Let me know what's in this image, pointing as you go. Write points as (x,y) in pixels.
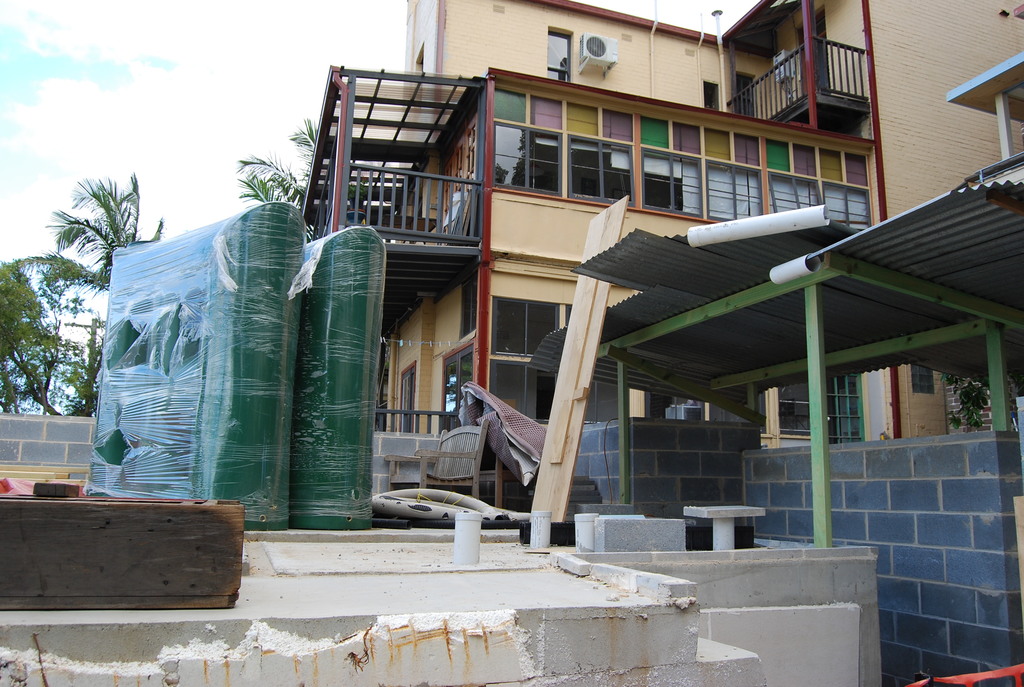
In this picture we can see a building (430,1) with windows (589,132), shelter (816,402), walls (648,441), chair (471,428), AC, trees (270,183) and some objects (319,408) and in the background (163,39) we can see the sky (249,68) with clouds (178,3).
